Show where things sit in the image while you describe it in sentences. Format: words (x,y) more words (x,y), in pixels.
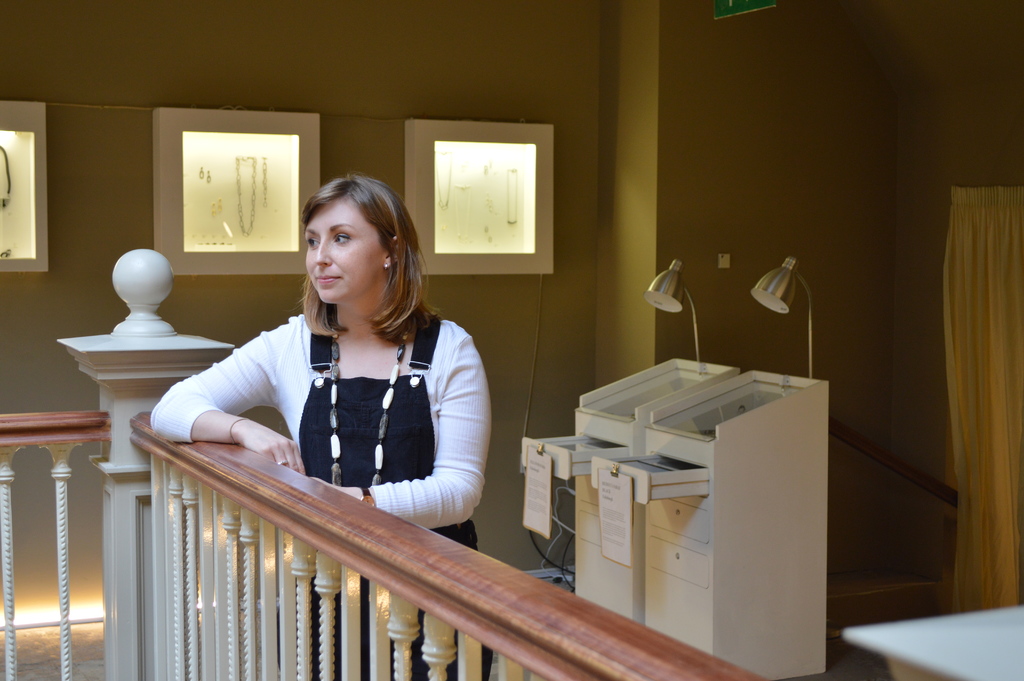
In this image I see a woman (457,425) who is standing and in the background (980,15) I see the wall (1023,77) and few jewelry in the boxes (447,175).
